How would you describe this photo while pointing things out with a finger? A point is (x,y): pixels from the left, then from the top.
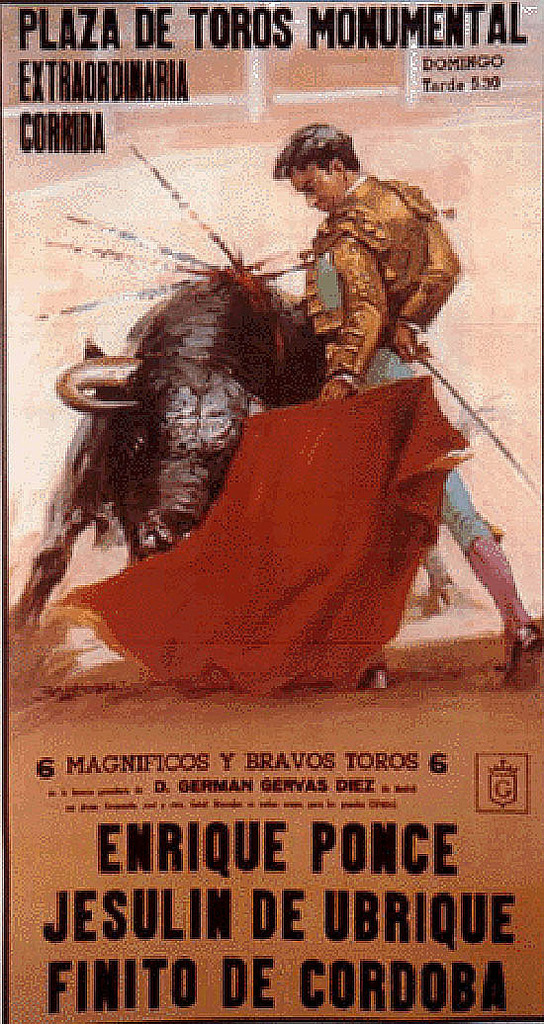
In this image we can see an advertisement (256,605). In the center of the image (358,362) we can see a man (383,316) fighting with the bull (195,417) and holding a sword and flag (361,532) in both of his hands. At the top (81,62) and bottom of the image (227,895) we can see text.
